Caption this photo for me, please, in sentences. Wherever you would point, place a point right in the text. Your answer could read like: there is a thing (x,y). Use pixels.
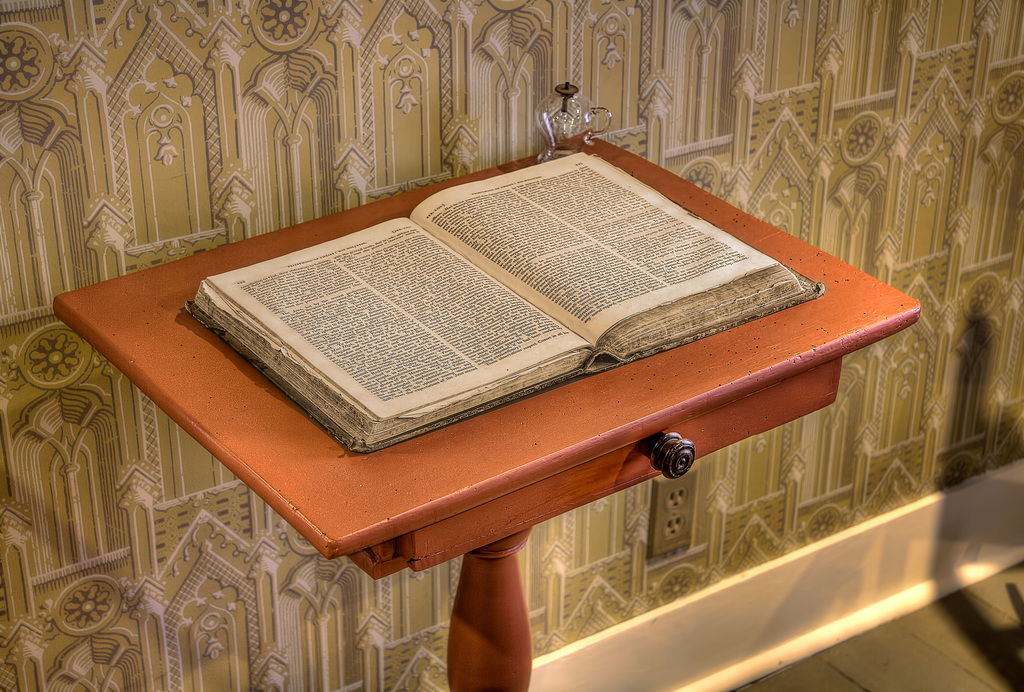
In the picture I can see a book (534,348) opened is kept on the wooden table (471,457). In the background (905,191), I can see some pattern (219,637) on the wall (665,566) and I can see a socket (680,519) is fixed to the wall (597,532).
